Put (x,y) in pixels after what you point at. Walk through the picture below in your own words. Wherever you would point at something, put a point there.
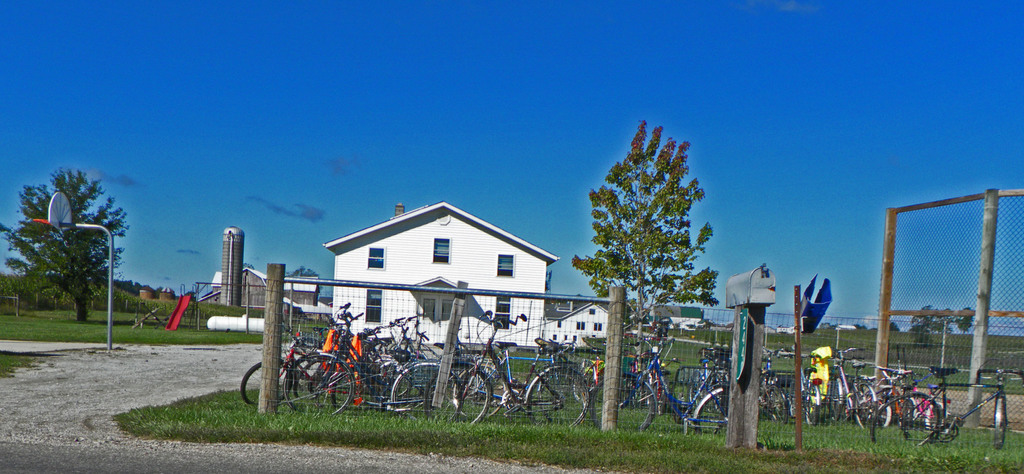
There is a fencing (275,313) with poles (619,374). On the ground (331,420) there is grass (291,413). In the back (413,341) there are cycles (855,367), tree (668,258) and a building (415,251) with windows (381,267) and doors (424,299). In the background (201,266) there are buildings (230,267), trees (106,251), poles (109,271) and sky (426,111). Also there is a road (110,450).
